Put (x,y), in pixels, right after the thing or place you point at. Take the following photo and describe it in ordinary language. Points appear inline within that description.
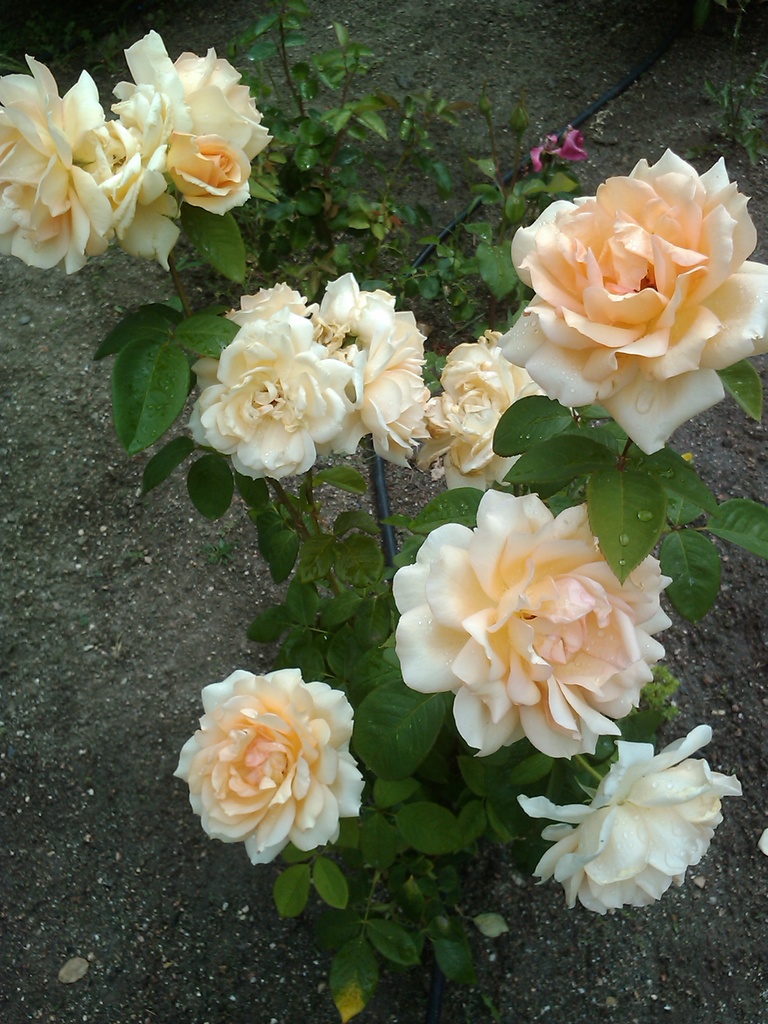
In the foreground of this image (176,172), there are rose flowers (557,320) to the plant (338,528). In the background (538,59), there is ground (584,64) and a black pipe (651,59).
